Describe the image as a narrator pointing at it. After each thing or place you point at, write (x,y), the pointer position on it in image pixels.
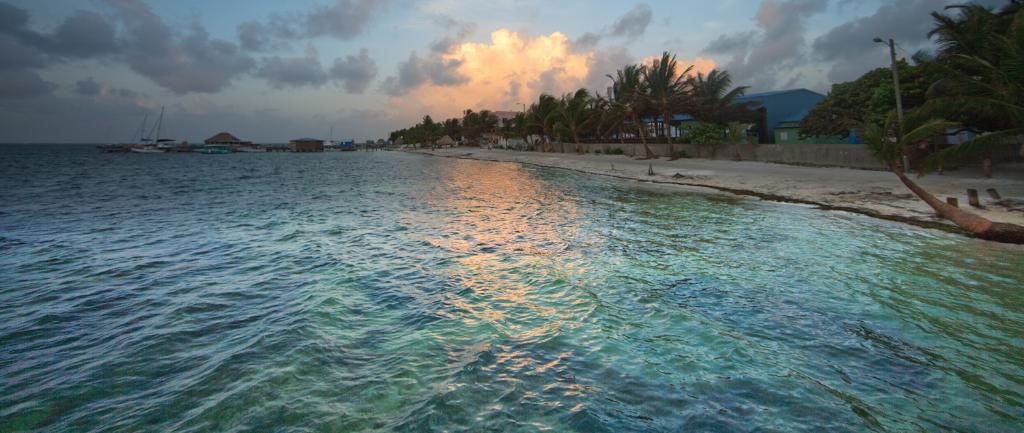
In this picture I can see the ocean (111,249). On the right (846,152) I can see the trees (615,117), shed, fencing (797,162) and plants (729,142). In the background (144,150) I can see the boats (161,151) on the water (198,155). At the top (478,76) I can see the sky (238,71) and clouds (209,53).
